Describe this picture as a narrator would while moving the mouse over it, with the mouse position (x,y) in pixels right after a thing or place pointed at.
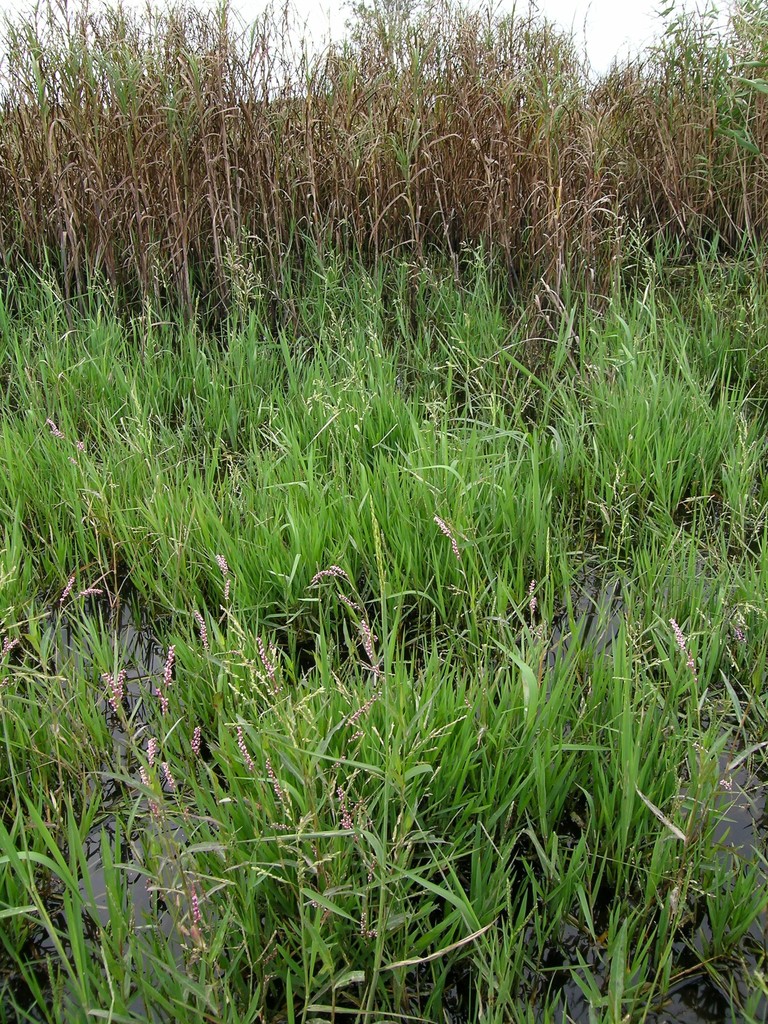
Here we can see grass (275,931) and water (165,880). Background (750,161) there are plants (491,58) and sky (344,39).
